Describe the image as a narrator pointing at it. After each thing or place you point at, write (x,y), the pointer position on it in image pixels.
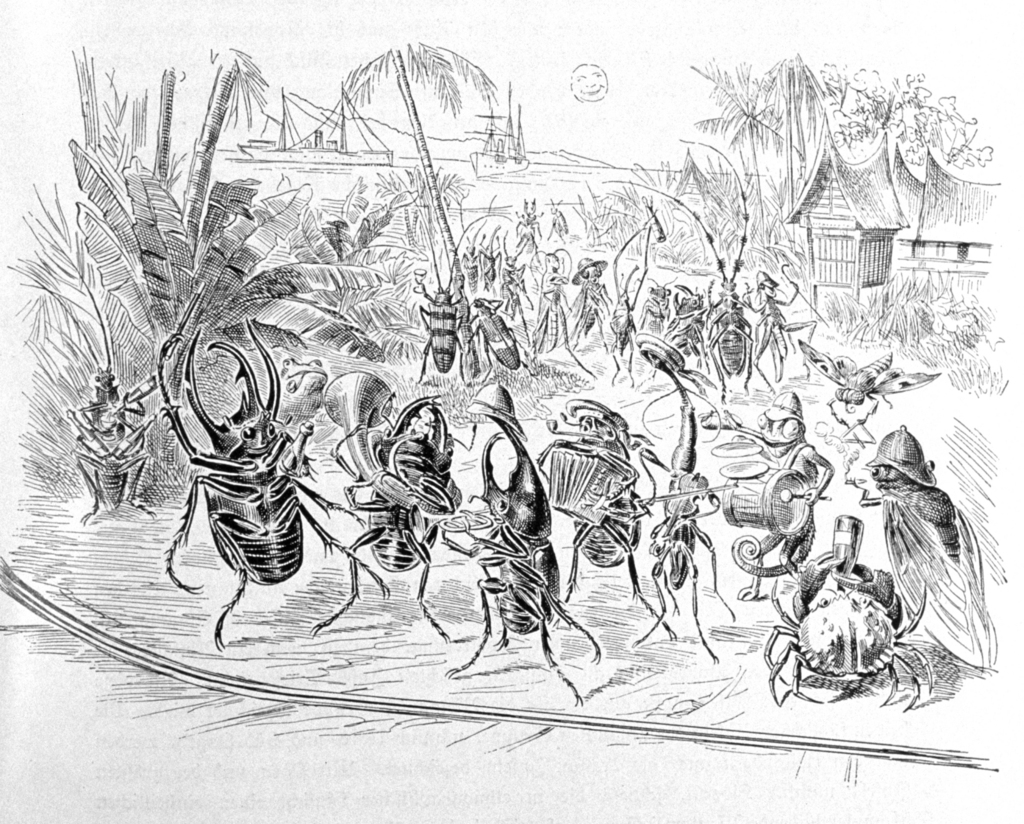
This is a drawing. In this there are many insects (541,519) playing musical instruments (552,469). There are plants (356,210) and trees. In the back (504,160) there are ships (360,142). On the right side (916,210) there is a hut (892,228).
